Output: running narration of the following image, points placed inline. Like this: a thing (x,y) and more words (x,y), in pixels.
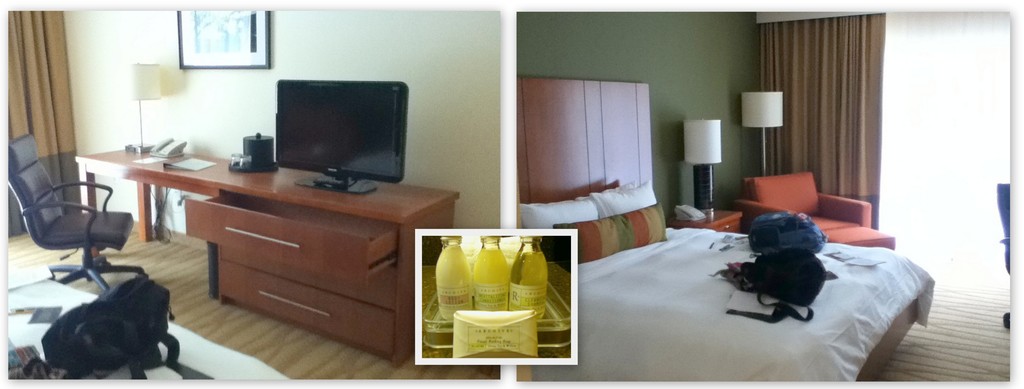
In the image we can see there is a image which is collage of three pictures. In the first image there is a chair (112,235) and on bed (44,289) there is backpack (144,317) and on table (395,185) there is a tv (379,145) and in the middle (495,257) there are bottles of liquid (503,273) and on the other side there is a bed (820,310) on which there are backpacks (775,281) kept.
